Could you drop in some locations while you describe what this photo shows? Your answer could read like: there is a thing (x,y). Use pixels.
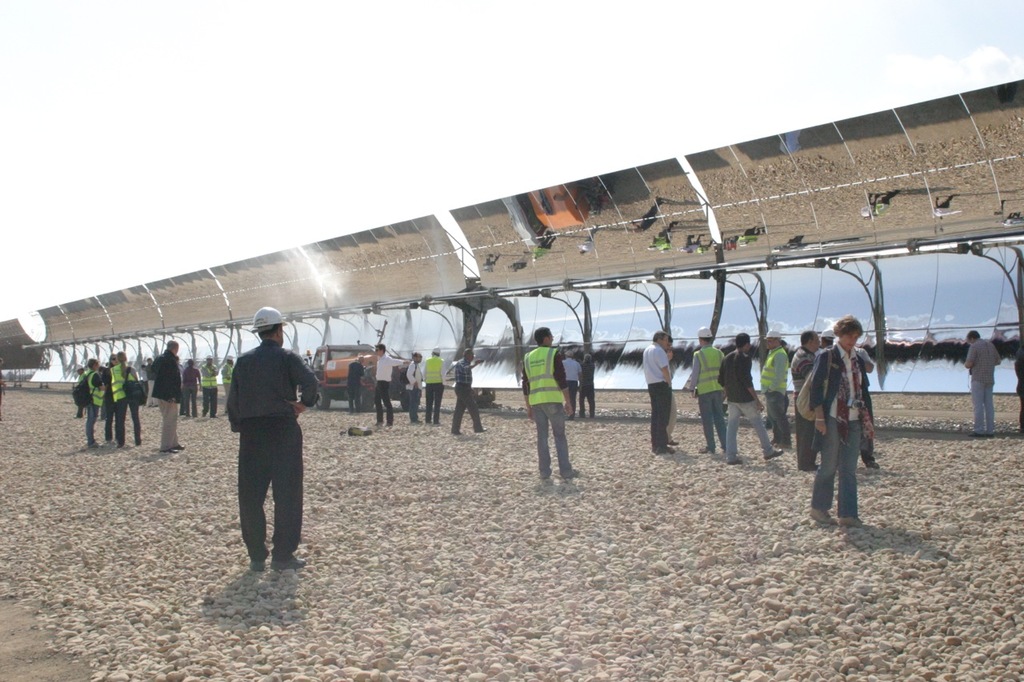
In this image we can see some people (279,373) standing, holding some objects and wearing bags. There is one big mirror (213,297), some stones (535,561) on the surface (926,531), and at the top (478,76) there is the sky (478,76).
